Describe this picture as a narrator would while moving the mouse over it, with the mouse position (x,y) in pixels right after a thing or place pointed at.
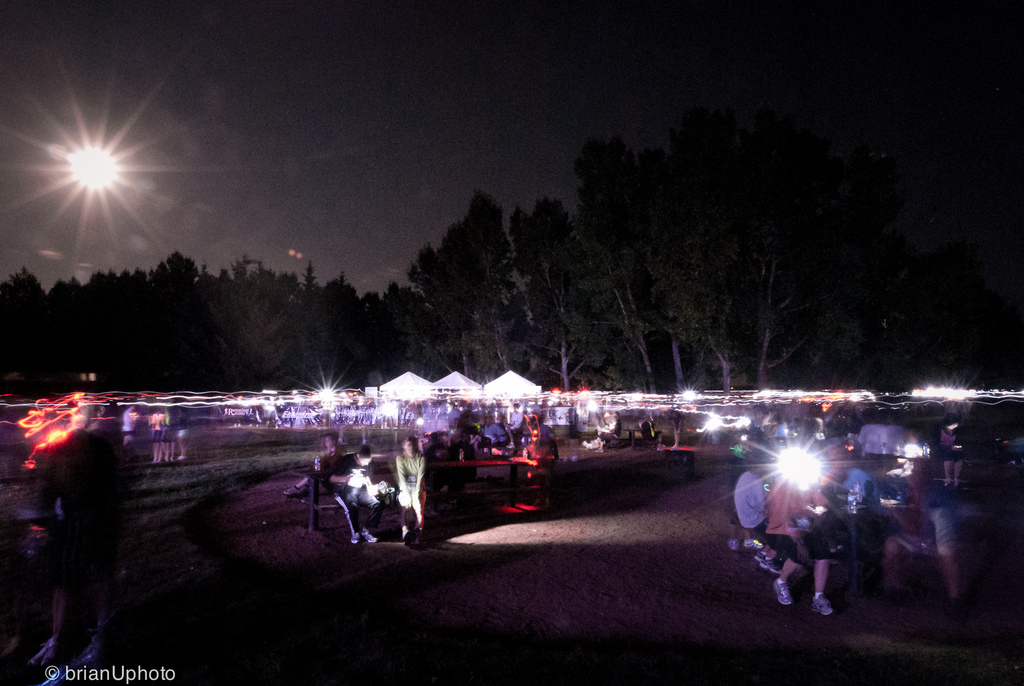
In this image I can see the group of people (741,507) with different color dresses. I can see few people (754,511) are sitting on the benches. I can also see some lights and tents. In the background (461,371) I can see many trees (331,286), moon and the sky (313,137).
